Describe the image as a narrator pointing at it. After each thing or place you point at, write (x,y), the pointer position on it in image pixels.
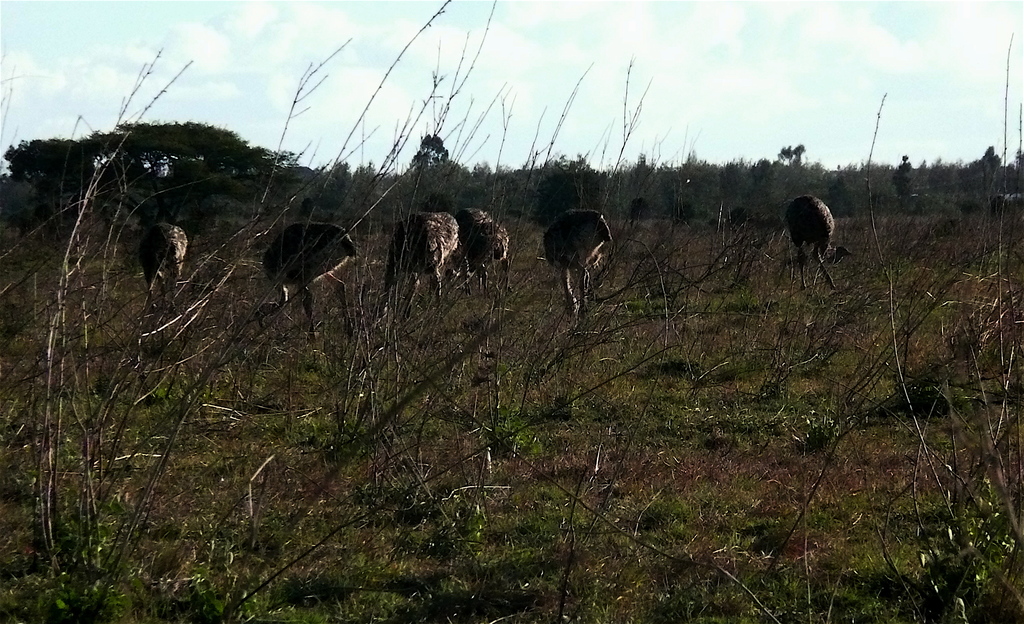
In this image we can see some birds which looks like ostriches (159,244) and there are some grass (459,482) and plants (60,558) on the ground (94,344). We can see some trees (317,184) in the background (323,203) and at the top (557,25) we can see the sky (552,10).
